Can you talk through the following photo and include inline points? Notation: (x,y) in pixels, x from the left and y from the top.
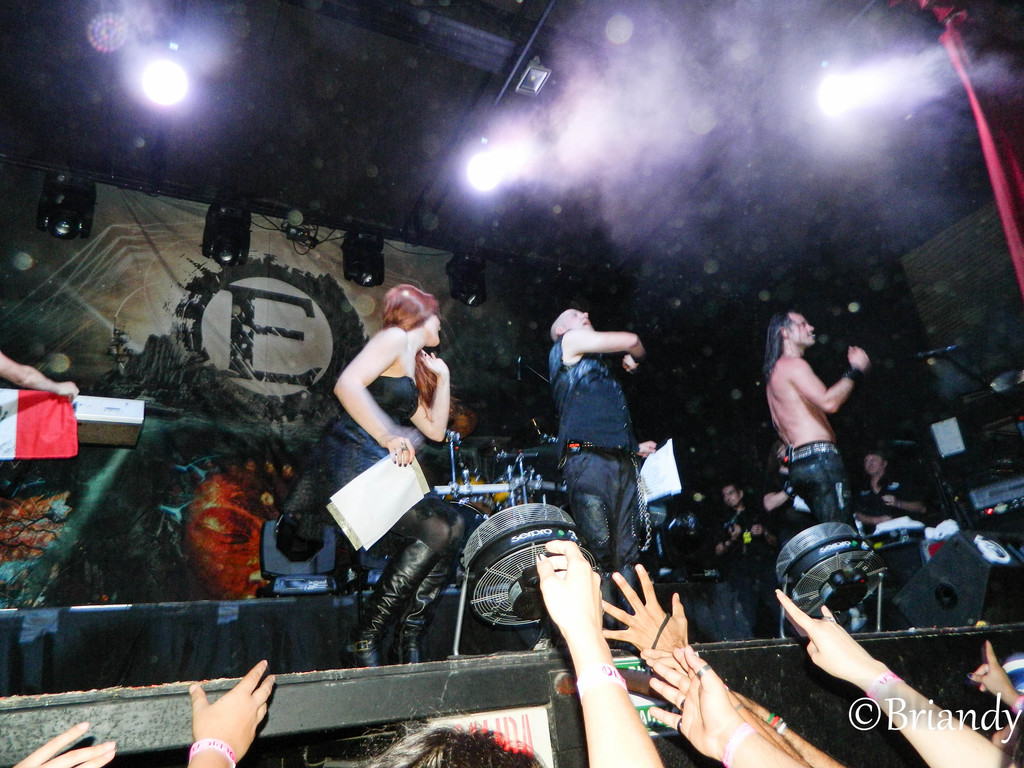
In this image I can see few people (403,524) are standing and one person (403,370) is holding papers (392,494). I can see few musical instruments (517,502) on the stage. In front (230,734) I can see few hands (851,666) of the people (689,700). Back I can see the banner (260,543) and lights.
